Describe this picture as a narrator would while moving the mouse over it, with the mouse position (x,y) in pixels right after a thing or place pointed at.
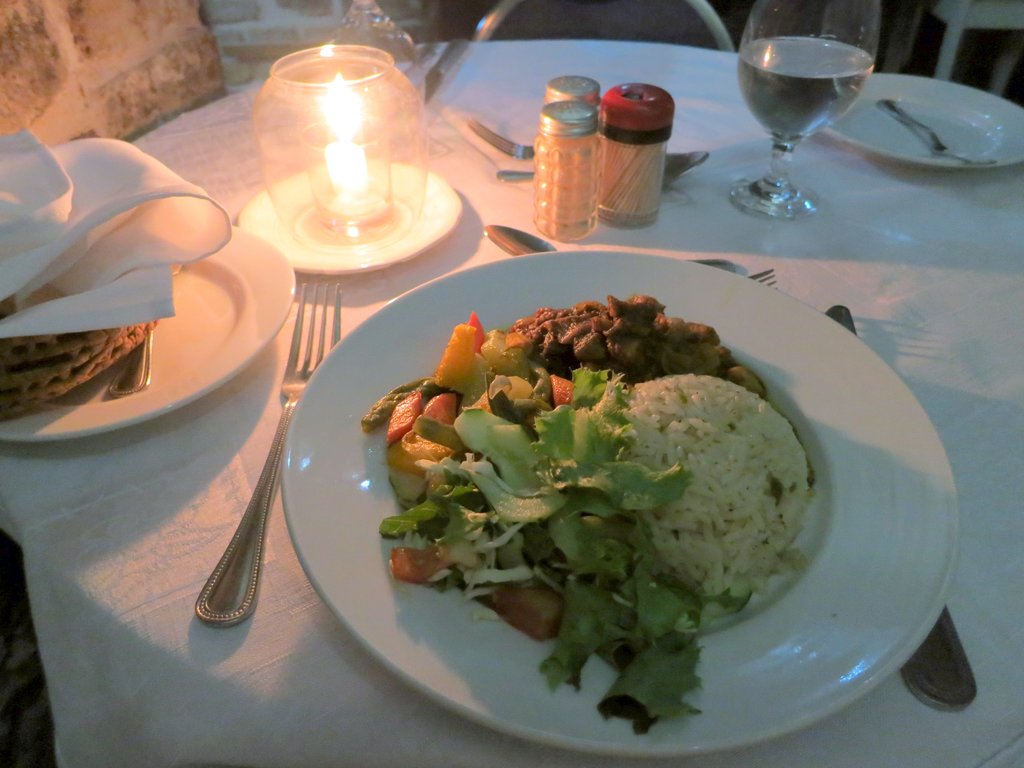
In this picture we can see a table (971,348) in the front (965,333), there are plates (821,433), a candle (358,245), a glass (809,67) of water (819,81), forks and knives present on the table (734,233), we can see some food (611,422) in this plate (595,405), we can see a cloth (256,633) on the table (154,535).
